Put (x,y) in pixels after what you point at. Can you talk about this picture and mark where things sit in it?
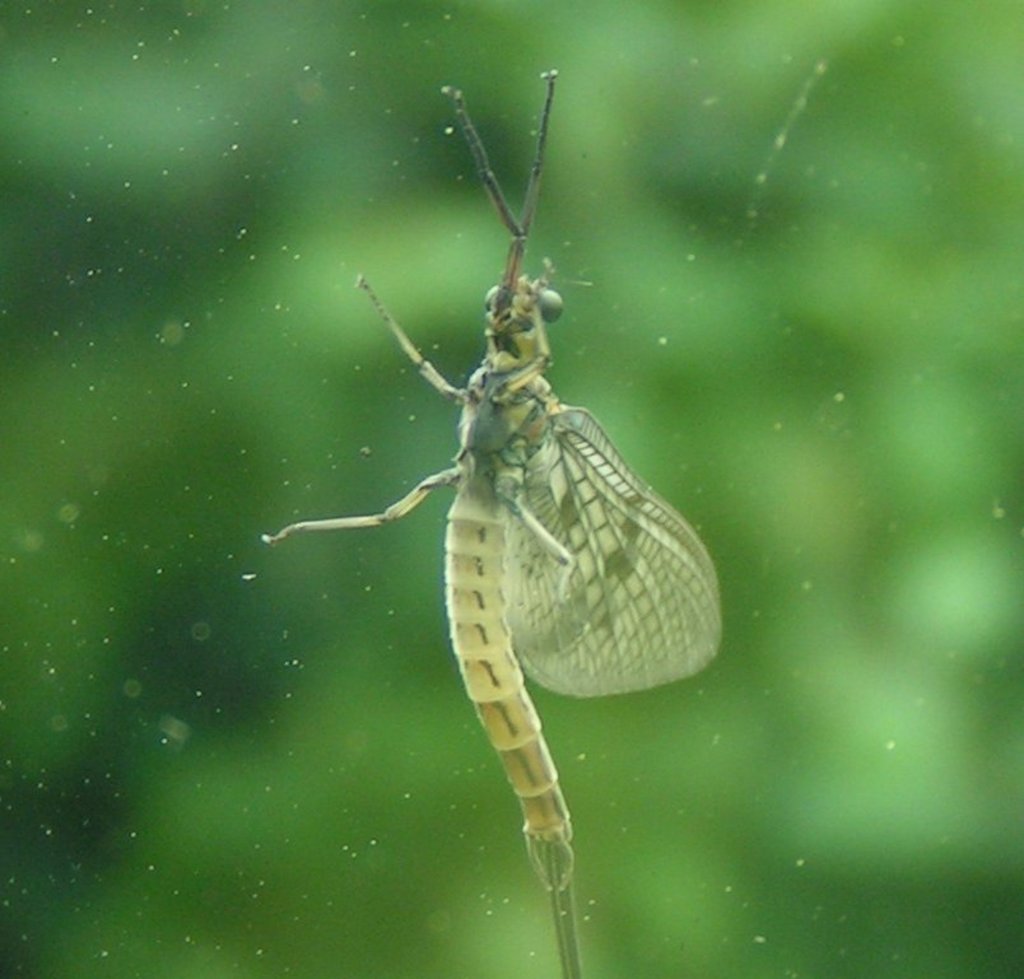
This picture contains a net-winged insect (530,758) having two raised front legs (512,294) and three other legs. In the background (408,703), it is green in color and it is blurred.
